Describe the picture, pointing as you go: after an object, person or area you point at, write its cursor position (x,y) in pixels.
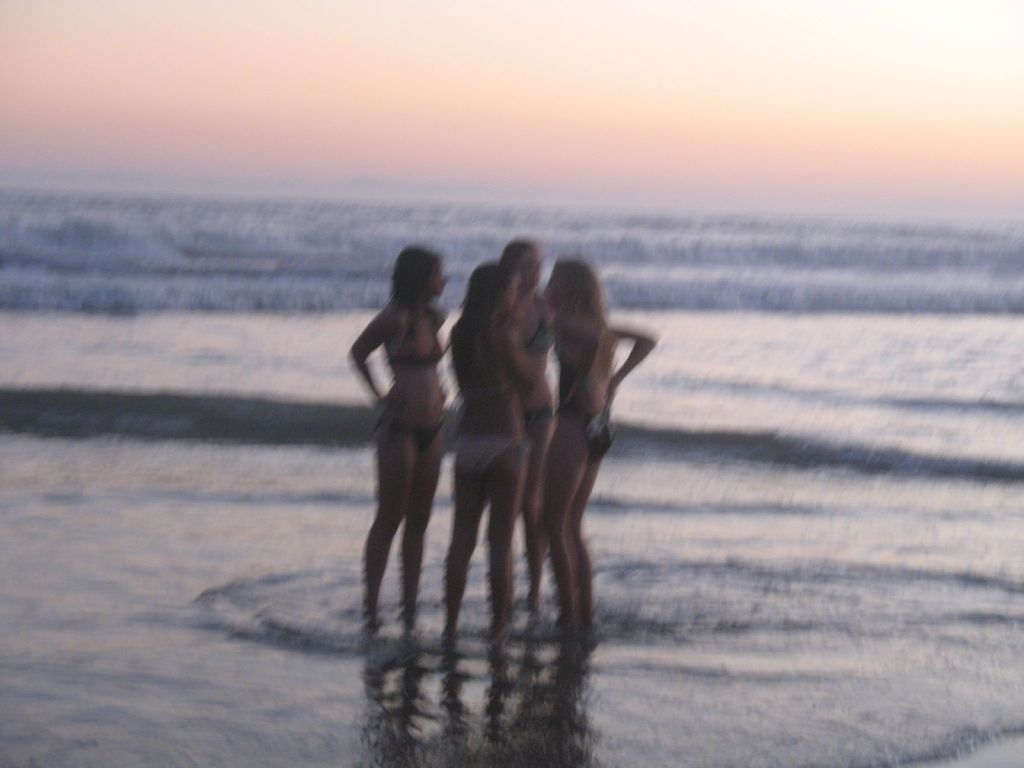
In this image people (463,501) are standing in the water (656,300). At front there is an ocean (271,213). At the background (374,94) there is sky (409,67).
